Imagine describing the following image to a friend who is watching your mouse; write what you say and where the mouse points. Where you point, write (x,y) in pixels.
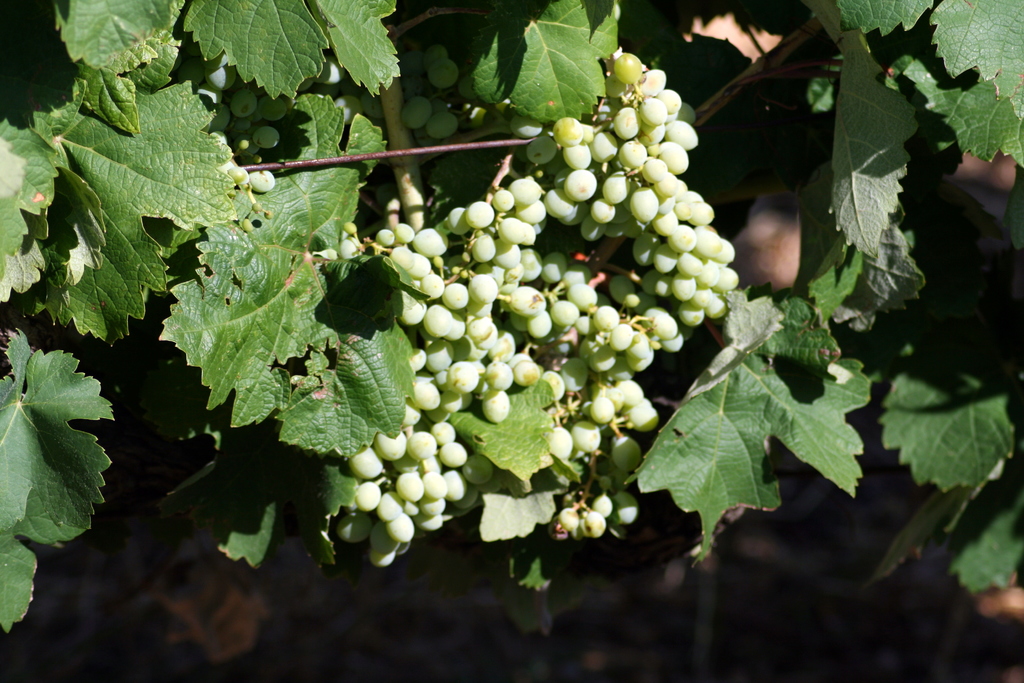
In the picture i can see some leaves (257,278), fruits (650,257) which are in green color.
